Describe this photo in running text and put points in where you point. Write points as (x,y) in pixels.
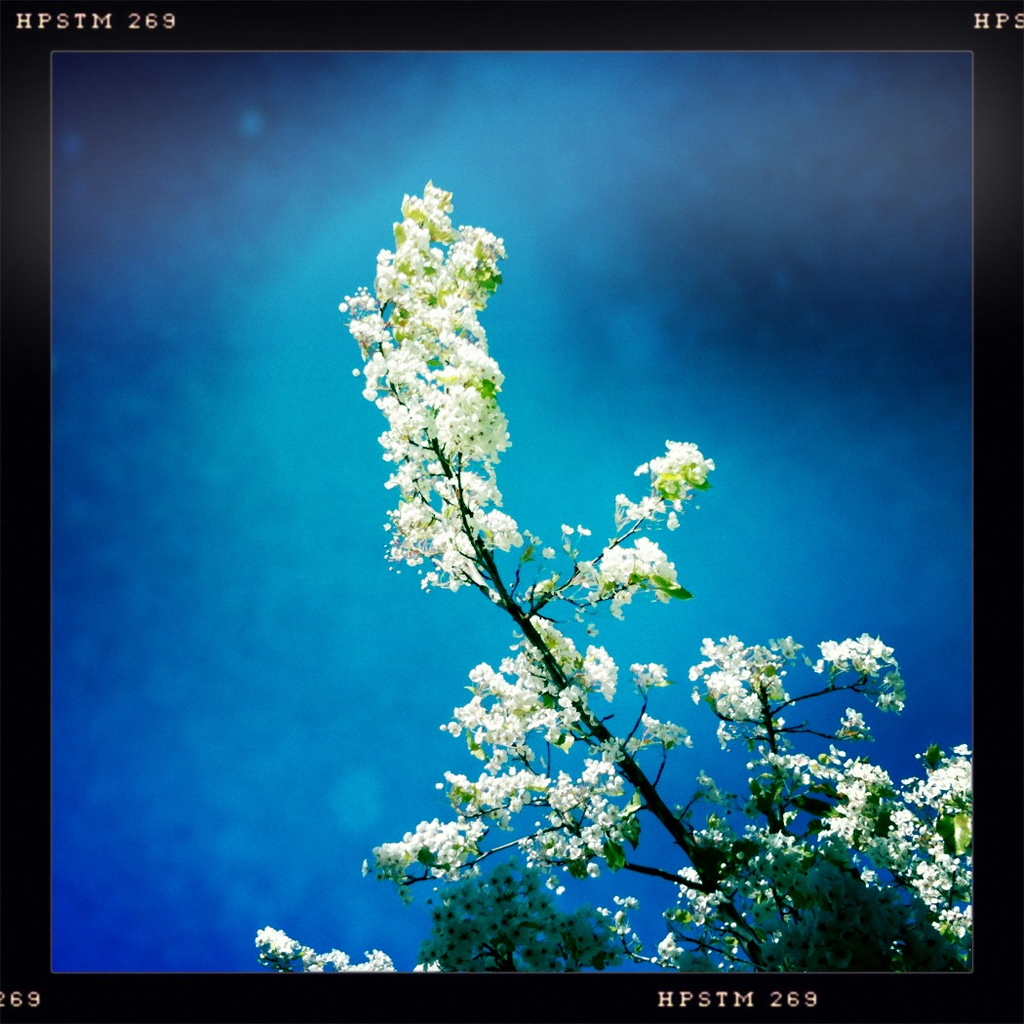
In this image we can see many flowers (695,898) to a tree (695,882). There is a blur background (297,287) in the image. There is some text (712,1008) at the top (162,21) and bottom of the image (687,1008).
